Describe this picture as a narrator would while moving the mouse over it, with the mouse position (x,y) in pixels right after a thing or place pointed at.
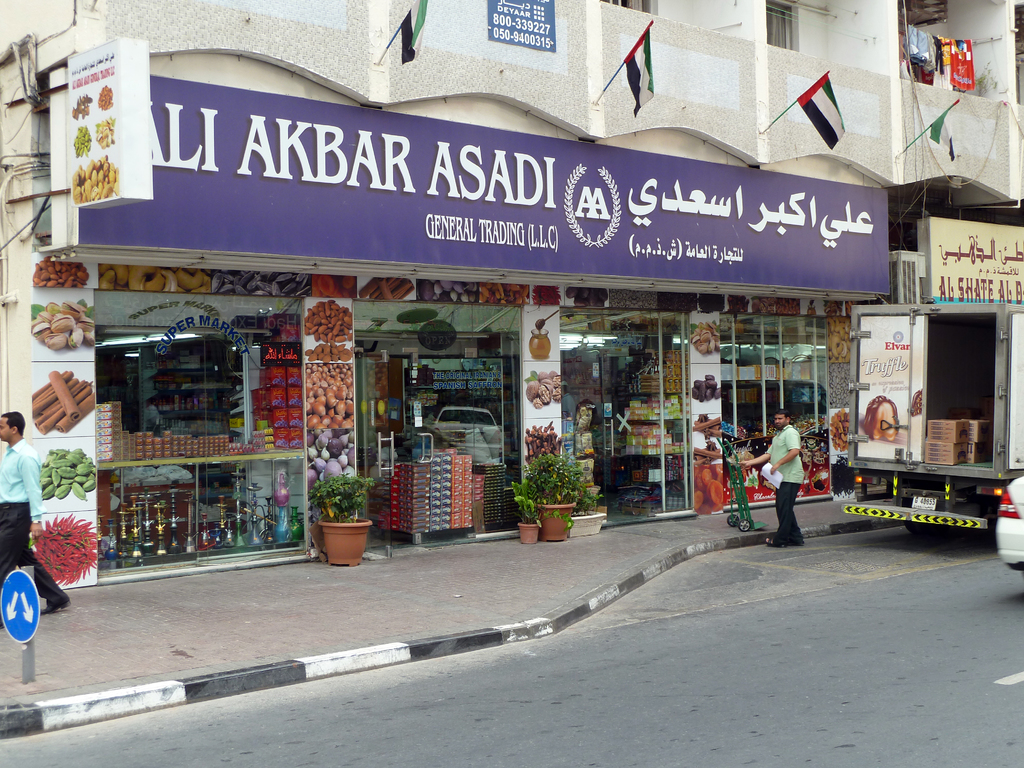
This is an outside view. At the bottom (593,700) there is a road (658,733). On the right side (958,372) there is a vehicle (903,439). Beside the vehicle (893,477) one man (777,465) is standing by holding few papers (770,472) in the hand (780,465). On the left side (20,487) there is a man (27,503) walking on the footpath (132,645). In the background (299,390) there is a building (862,133). At the bottom (222,523) there is a stall (421,426). Here I can see a glass (233,397) through which we can see the inside view of the stall (206,416). There are many objects (292,385) arranged in the racks (184,465). At the top of the image (308,190) there is a board (440,223) attached to the wall (683,103) on which I can see some text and there are few flags (417,44).
